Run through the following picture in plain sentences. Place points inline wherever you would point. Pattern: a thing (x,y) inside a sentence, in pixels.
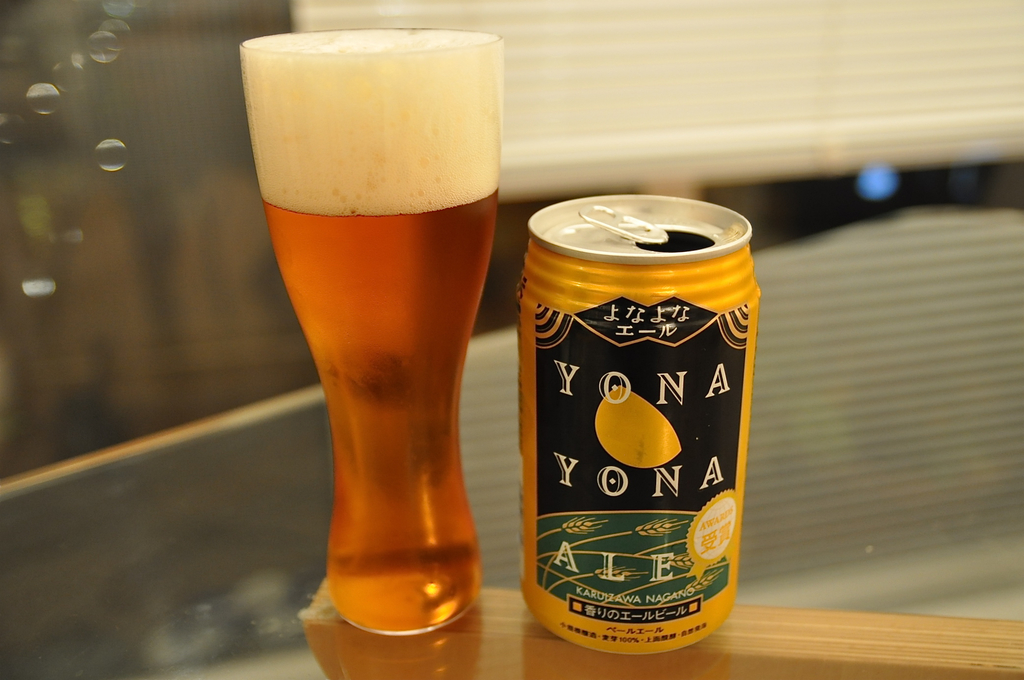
In this image in the center (633,324) there is one beer can (639,382) beside the beer can (607,476) there is one glass (390,289) and in that glass (396,459) there is some drink (418,499), in the background (72,238) there is wall (71,261). At the bottom (525,628) there is a table (794,631).
